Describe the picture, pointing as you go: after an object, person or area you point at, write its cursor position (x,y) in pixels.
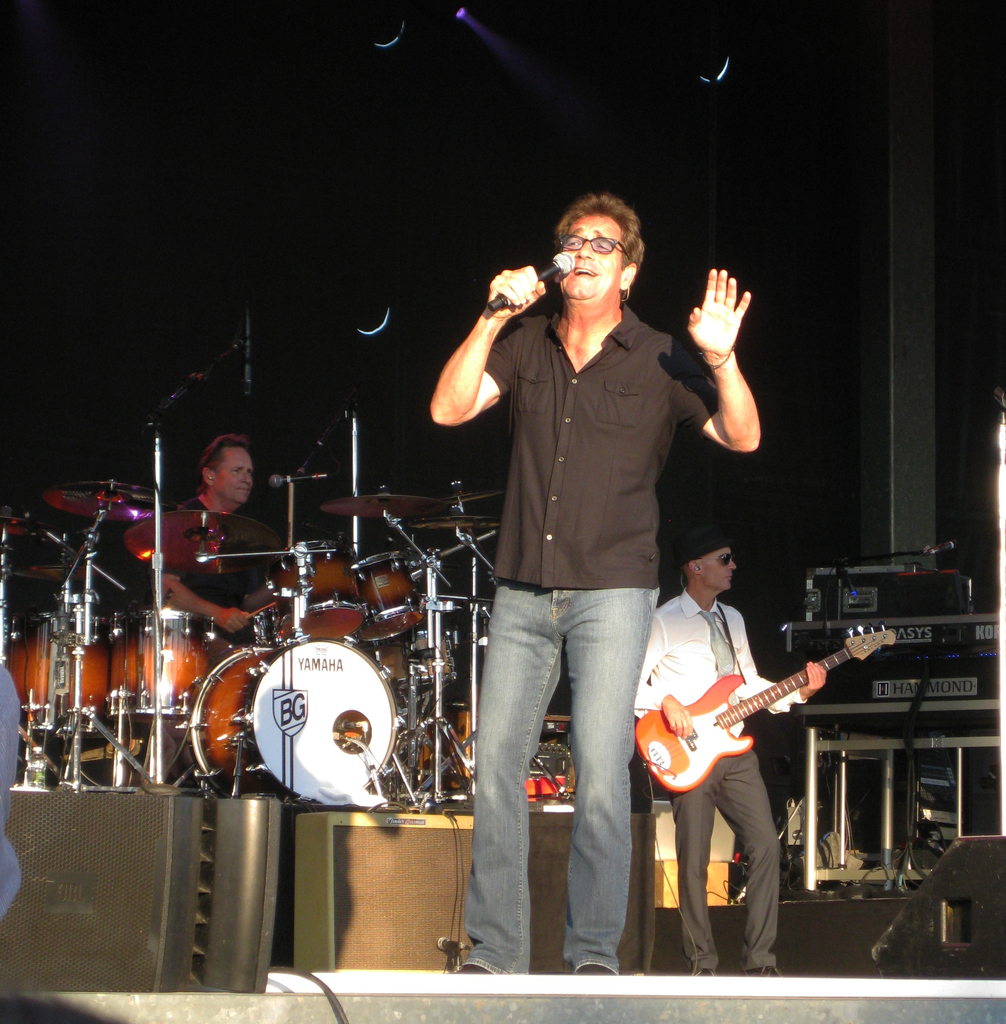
In this image, there is a person (224,467) sitting and playing musical drums (200,676). This person (534,613) is holding a mic (557,270) in his hands (513,303). This person (675,667) is playing a guitar (704,721). There is an electrical equipment (923,602) behind this person (723,570). This person (597,310) is wearing spectacles (600,245). This person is wearing spectacles (734,560) and cap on his head (715,532).
